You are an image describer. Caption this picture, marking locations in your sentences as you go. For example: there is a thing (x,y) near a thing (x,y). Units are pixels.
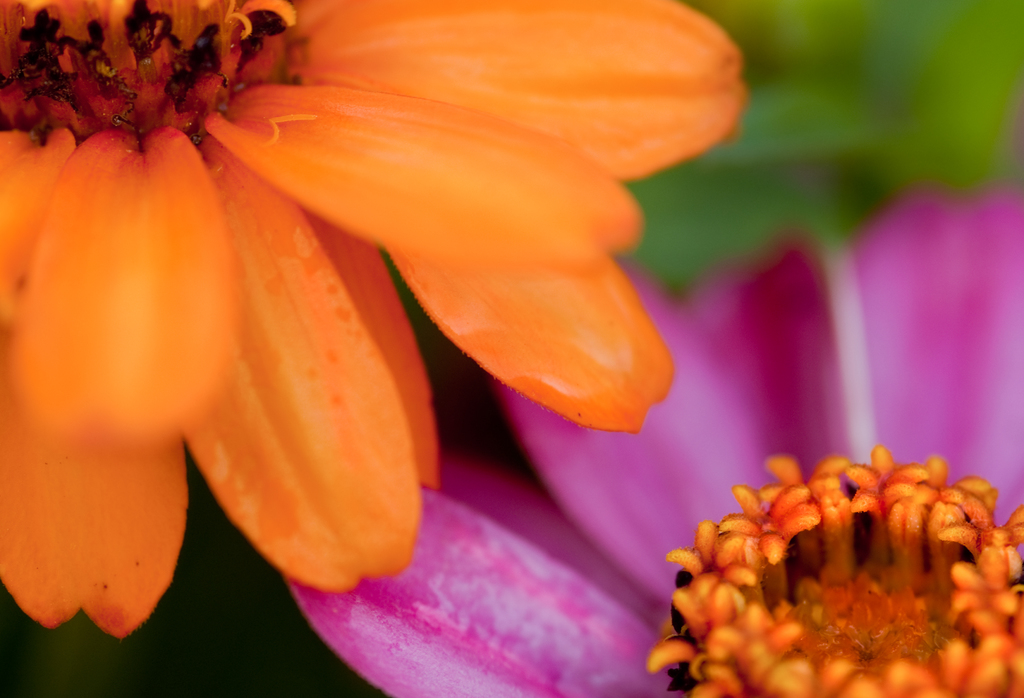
In this picture we observe two beautiful flowers (288,292) one is orange and the other is pink.
